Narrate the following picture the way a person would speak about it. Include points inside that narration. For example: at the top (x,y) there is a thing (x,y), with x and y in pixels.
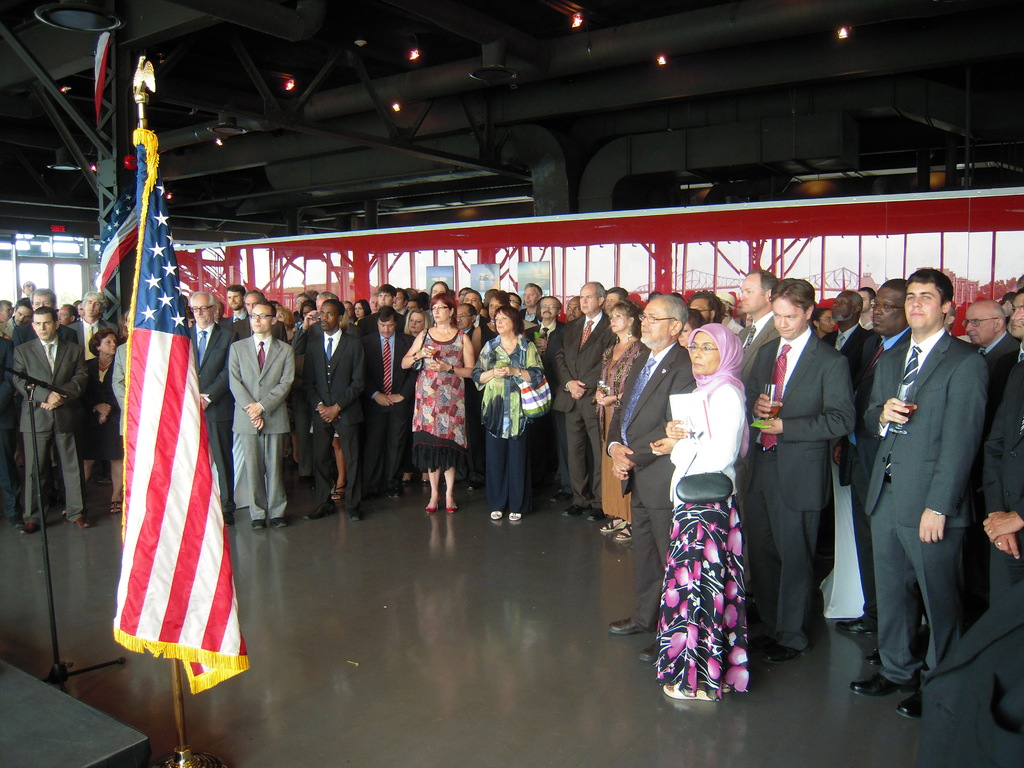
In this picture there is a group of men and women (666,398) standing in the hall (609,370). In the front (158,316) we can see a american flag (178,630). Behind there is a red color iron frame (679,243) with glass (637,271). On the top ceiling (412,136) there are some lights (396,105).
